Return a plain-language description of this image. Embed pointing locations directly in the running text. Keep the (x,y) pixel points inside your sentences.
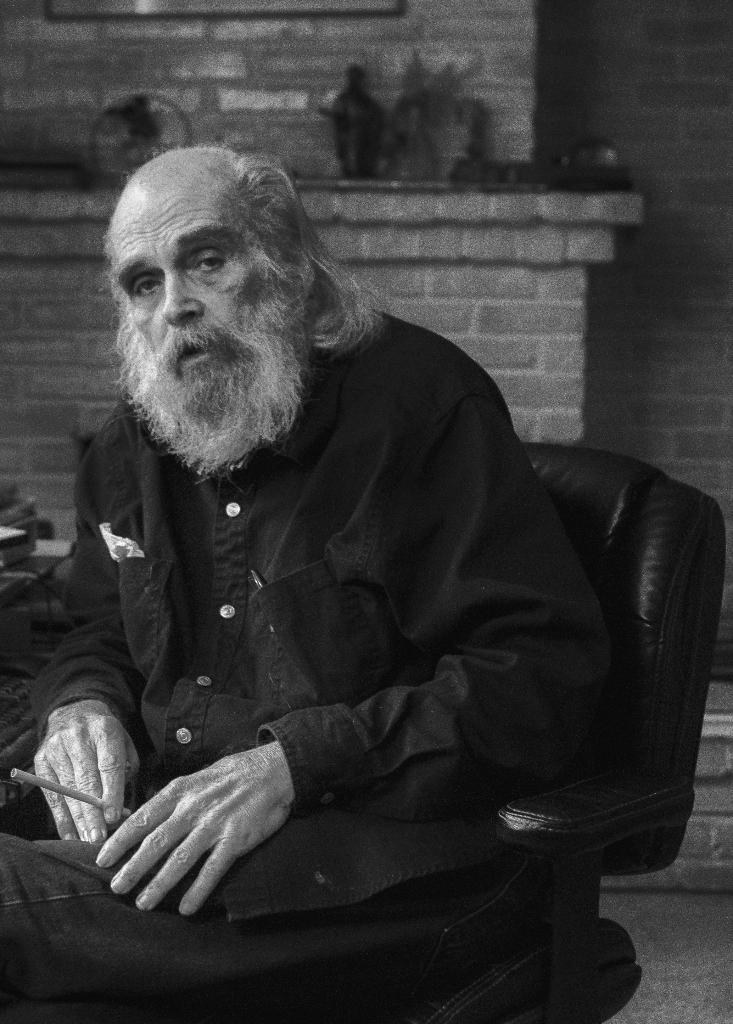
As we can see in the image there is a wall (684,206) and a man (217,617) sitting on chair (633,718).
